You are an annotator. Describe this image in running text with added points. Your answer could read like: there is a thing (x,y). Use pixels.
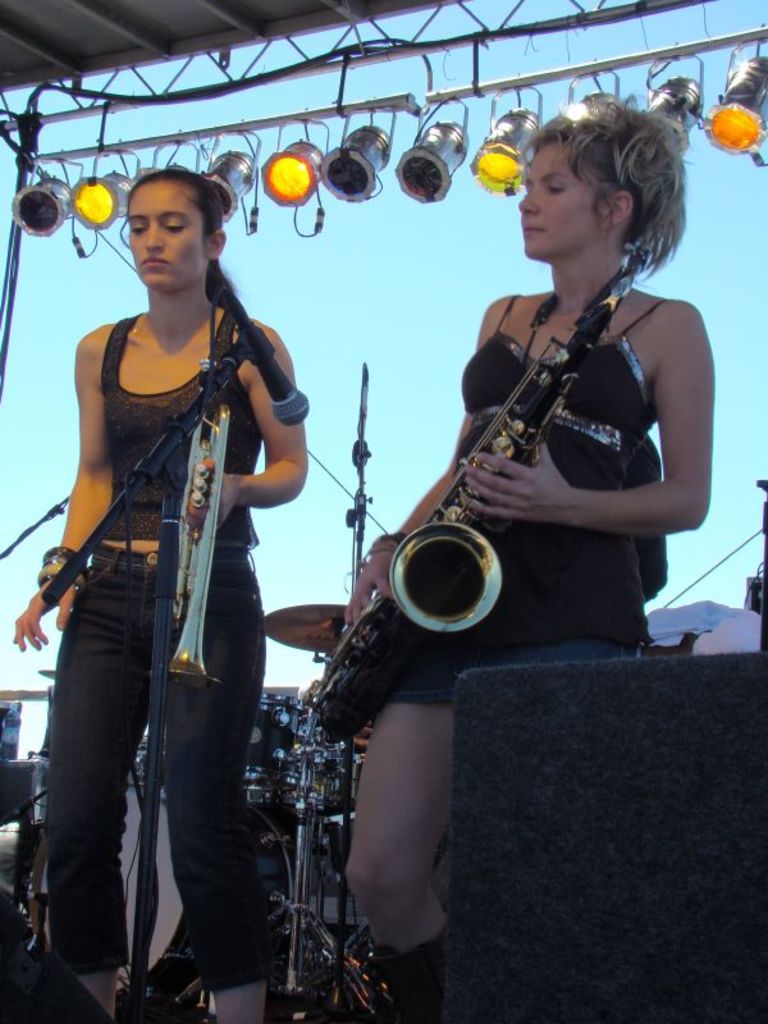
Here I can see two women (99,809) standing and holding the musical instruments (450,535) in the hands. In front of these people (236,447) there is a mike stand (211,394). In the background (322,761) there is a drum set (312,801). In the bottom right (618,830) there is a black color box (622,915). At the top of the image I can see few lights (156,163) are attached to a metal rod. In the background (365,251), I can see the sky (415,256).
